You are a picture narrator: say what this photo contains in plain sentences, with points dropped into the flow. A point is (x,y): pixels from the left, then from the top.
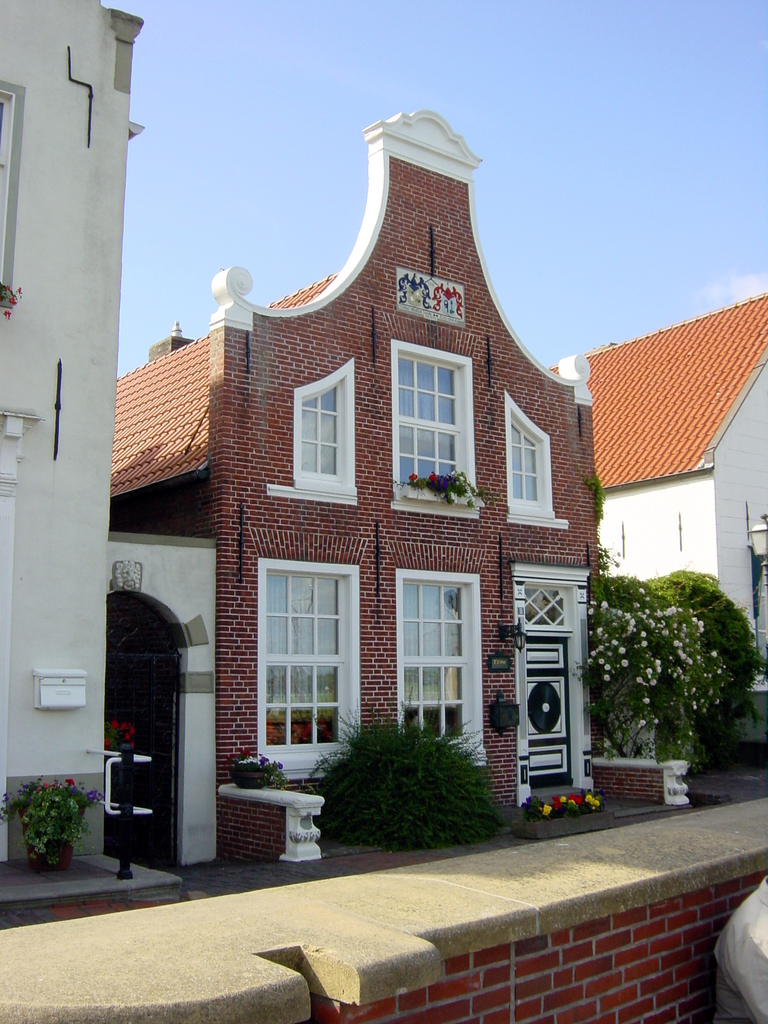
In the center of the image (303,343) there are buildings (405,348). At the top of the image (404,17) there is sky (565,80). At the bottom of the image (516,861) there is wall (659,844). There are plants (425,781).
